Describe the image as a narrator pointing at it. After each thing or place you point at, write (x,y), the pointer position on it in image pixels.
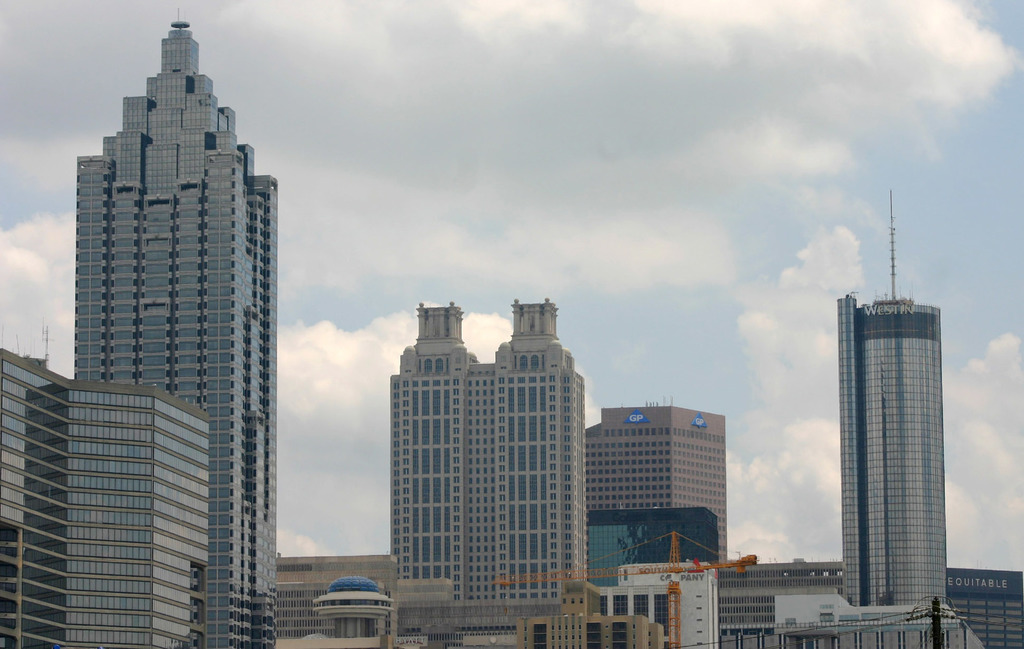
There are skyscrapers (471,471) and poles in the foreground area of the image (444,406) and there is sky (646,162) in the background area (428,225).
